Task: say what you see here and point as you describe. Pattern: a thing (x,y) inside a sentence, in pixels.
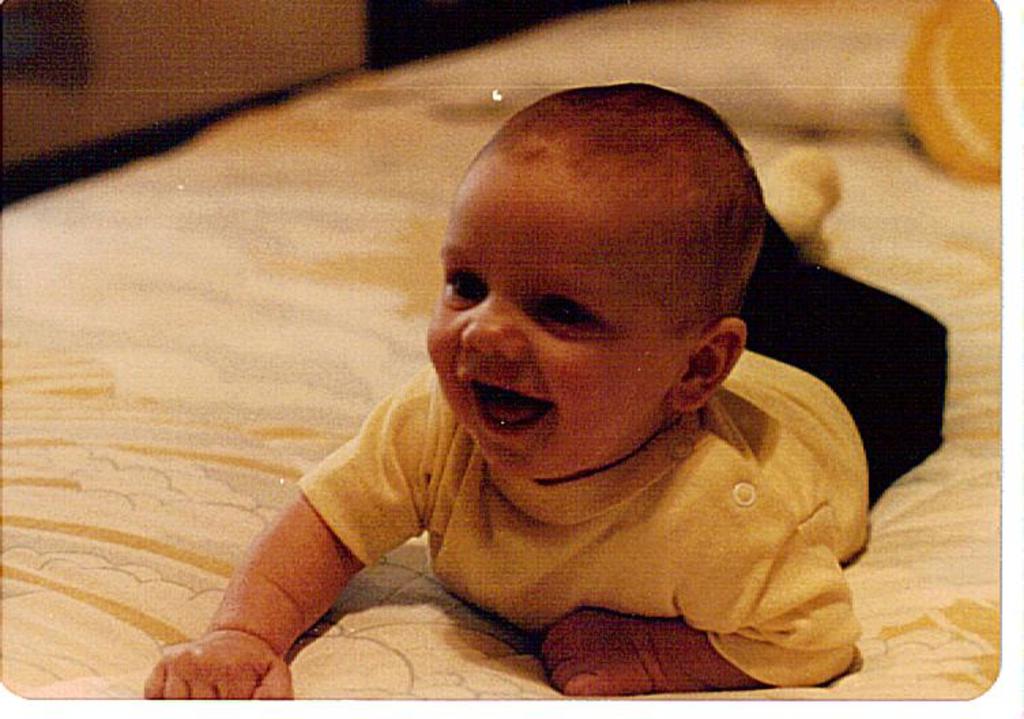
This image is taken indoors. This image an edited image. At the top left of the image (176,75) there is a wall (219,69). In the middle of the image (507,341) a baby (506,372) is lying on the bed (851,178). At the bottom of the image (171,630) there is a mattress (297,281).
